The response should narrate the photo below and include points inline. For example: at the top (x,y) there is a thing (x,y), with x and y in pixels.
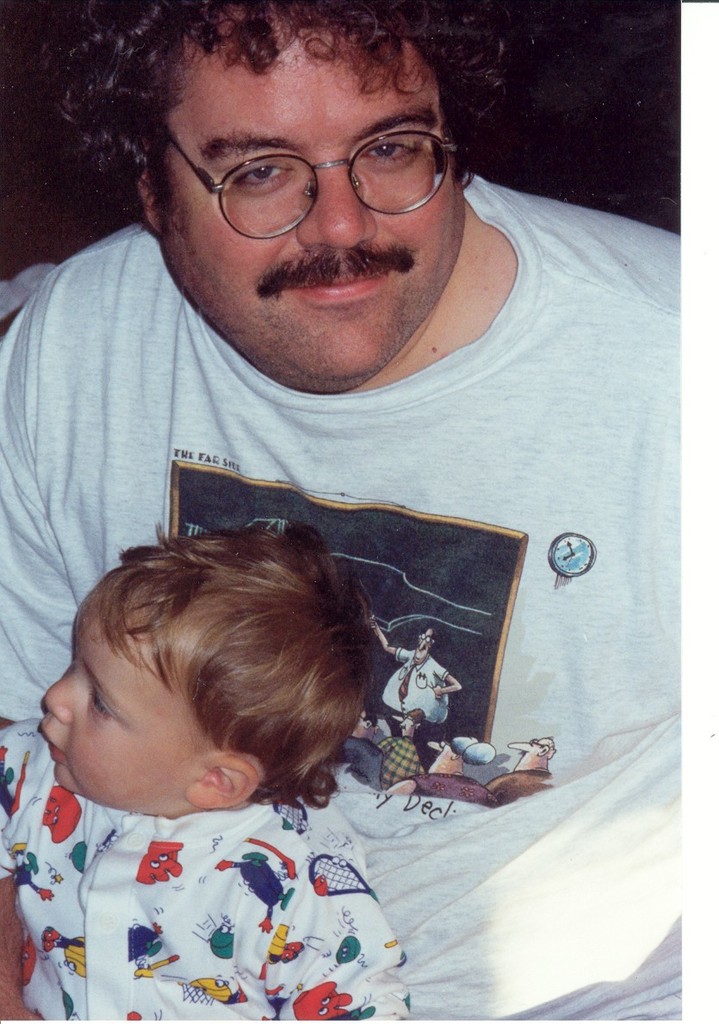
In this image I can see a person (466,403) wearing white colored t shirt (560,427) and spectacles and I can see a baby (225,854) wearing white, red, green, yellow and blue colored dress (215,906) in front of him. I can see the black colored background (545,58).
